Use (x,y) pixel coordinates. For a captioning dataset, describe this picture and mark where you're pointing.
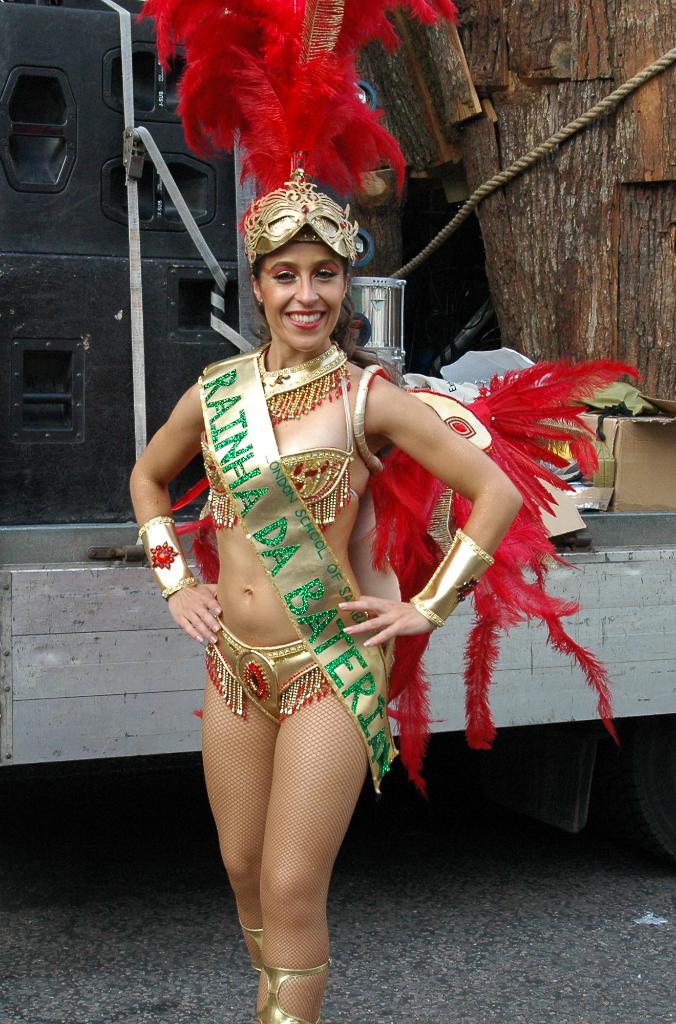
In this image I can see a woman (320,436) standing in the center of the image (317,449) and posing for the picture, she is wearing a banner (337,560) with some text (221,382). I can see a wooden construction (485,75) behind her.
